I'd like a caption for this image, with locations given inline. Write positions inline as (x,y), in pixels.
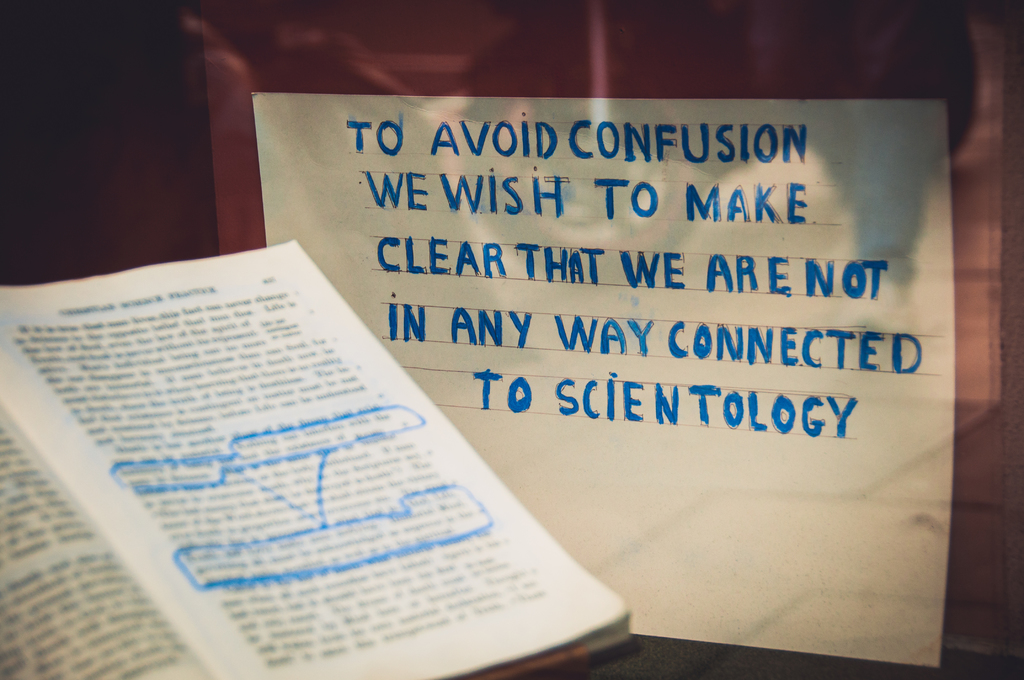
In the picture I can see an opened book (335,507) on the left side (197,409). There is a white sheet (652,151) on the right side (773,360) with text (799,142) on it.
